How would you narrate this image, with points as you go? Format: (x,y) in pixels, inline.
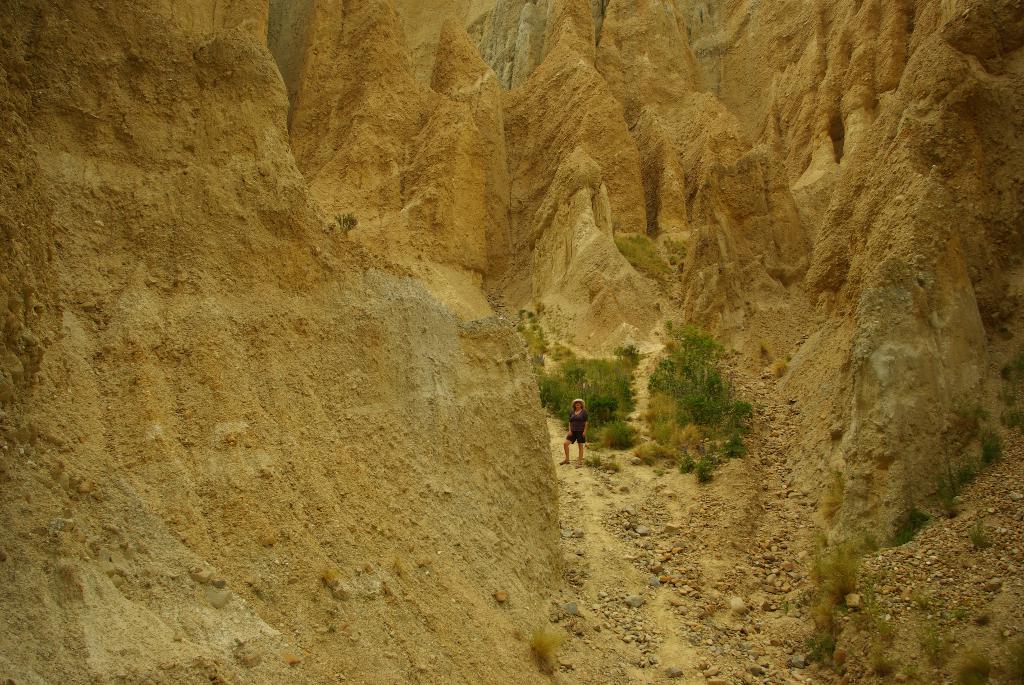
In this image I can see few mountains (731,334), trees (940,476), small stones (738,585), sand (613,555) and one person (576,434) is standing.
